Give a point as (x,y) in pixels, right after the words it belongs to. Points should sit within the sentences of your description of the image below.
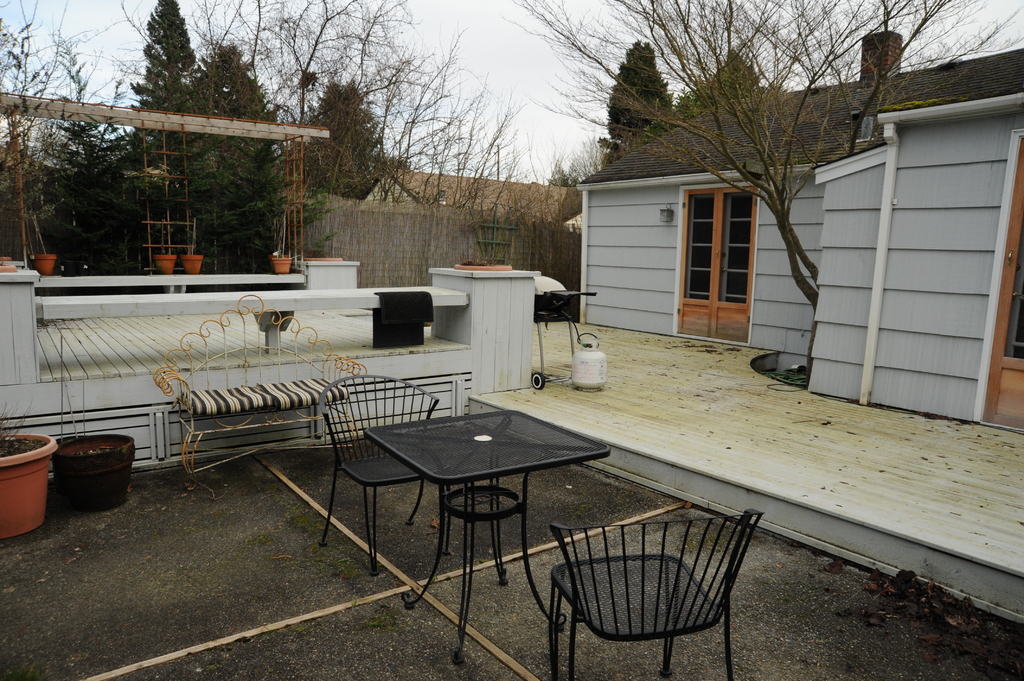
In this image I can see a building (623,225). There are trees (26,189), chairs (425,405) and flower pots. There is a table (421,460), couch (293,392) and there are some other objects (2,303). In the background (997,36) there is sky (466,7).
